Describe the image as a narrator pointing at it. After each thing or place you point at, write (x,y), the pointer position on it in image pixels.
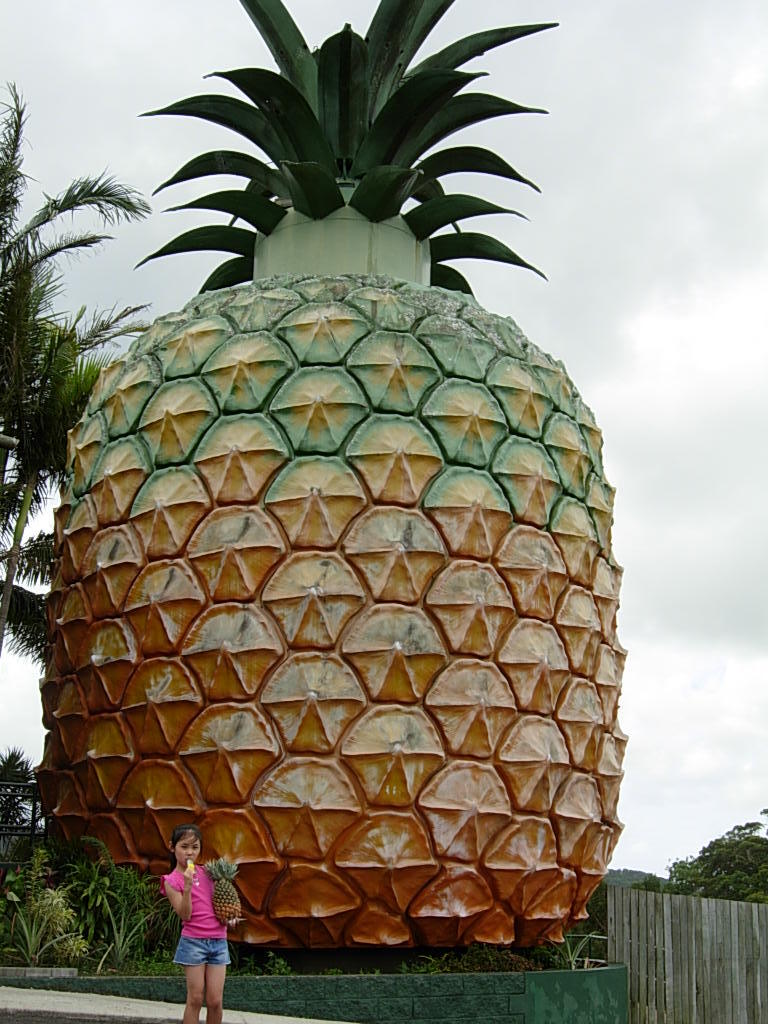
In this image we can see a girl (221,979) holding a pineapple (224,868). Behind the girl (196,951) we can see the depiction of a pineapple (390,390). Image also consists of trees (19,372), plants (107,881) and also the fence (679,917). There is a cloudy sky (599,105).
